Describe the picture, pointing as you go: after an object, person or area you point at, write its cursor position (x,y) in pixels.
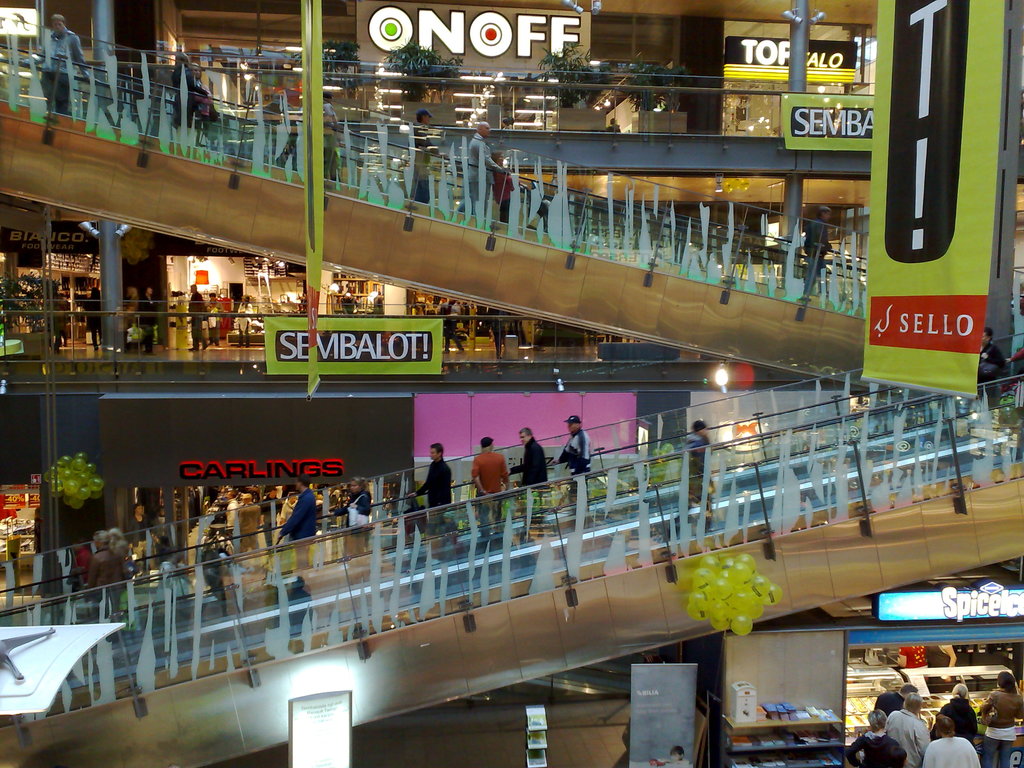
In this picture I can see the inside view of a building (83,26). There are group of people (909,659). I can see escalators (814,563), boards (771,63), lights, shops (914,620), balloons (77,488), plants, banners (909,3) and some other objects (827,740).
